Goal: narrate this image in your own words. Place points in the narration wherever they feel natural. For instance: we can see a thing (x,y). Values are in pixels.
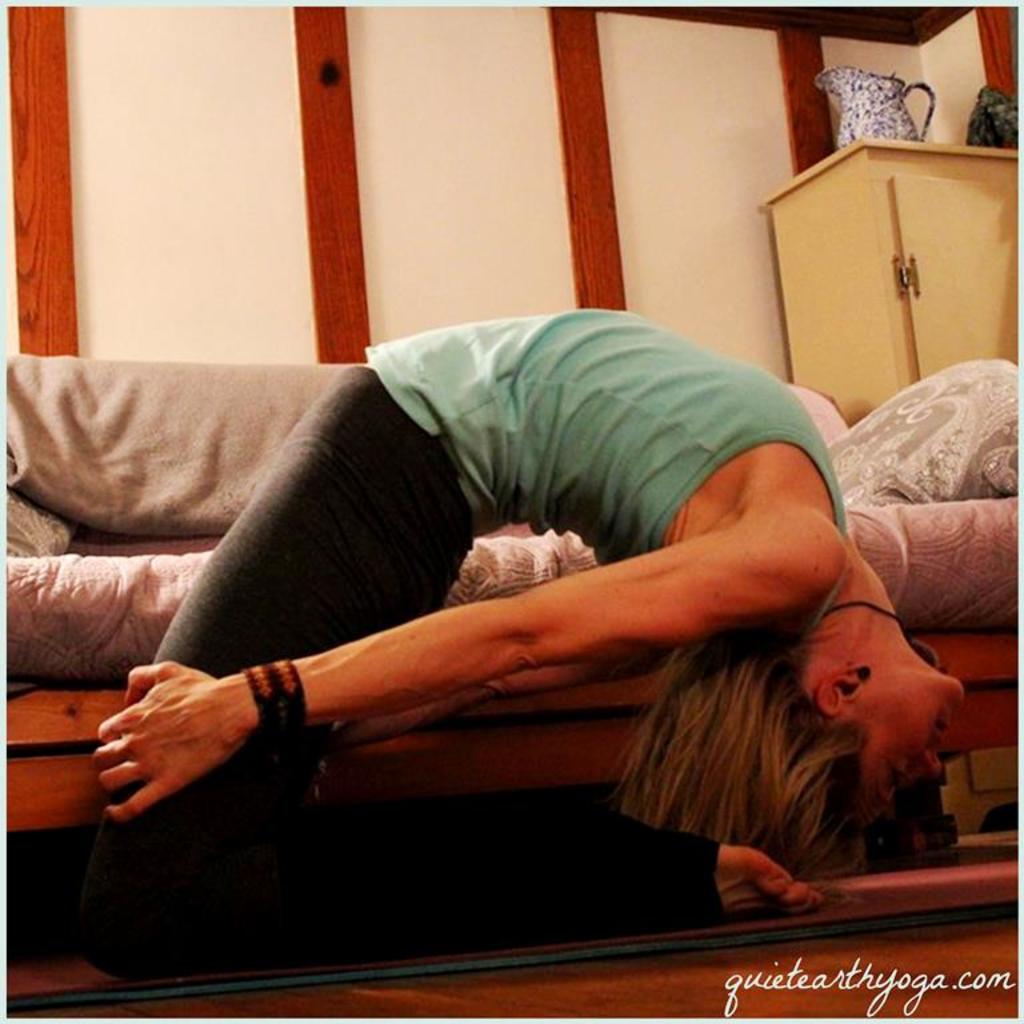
In this image in the foreground (669,599) there is a woman (612,563) behind her there is a sofa set (93,566) and at the top (159,184) there is the wall (820,99), in front of the wall (910,68) there is a cup board (973,210) on which there is a jar (864,84), at the bottom (753,993) there is a text (753,993).
